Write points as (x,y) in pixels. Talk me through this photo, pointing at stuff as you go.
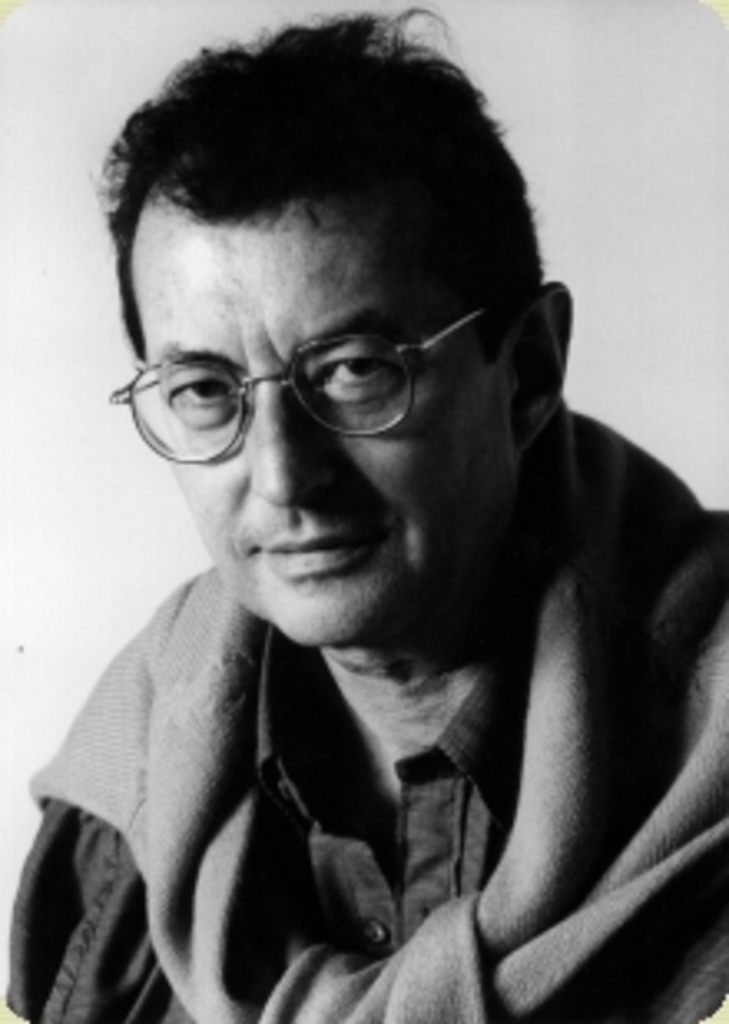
This is a black and white image. I can see a man (315,766) with clothes (272,767) and spectacles (211,455). There is a white background (100,582).
